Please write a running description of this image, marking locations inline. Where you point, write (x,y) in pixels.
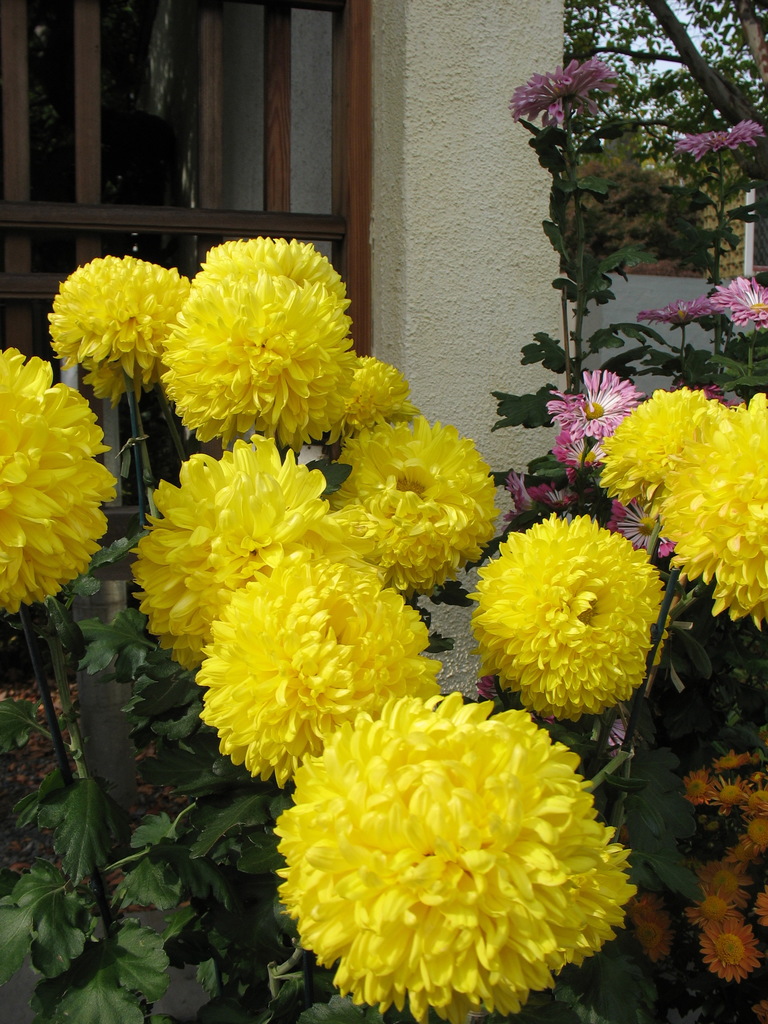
In the image we can see there are flowers (45,577) on the plant (613,972) and the flowers (384,638) are in yellow colour, orange colour and pink colour. Behind there is window (303,134) on the wall (549,3) and there are trees (631,109).
